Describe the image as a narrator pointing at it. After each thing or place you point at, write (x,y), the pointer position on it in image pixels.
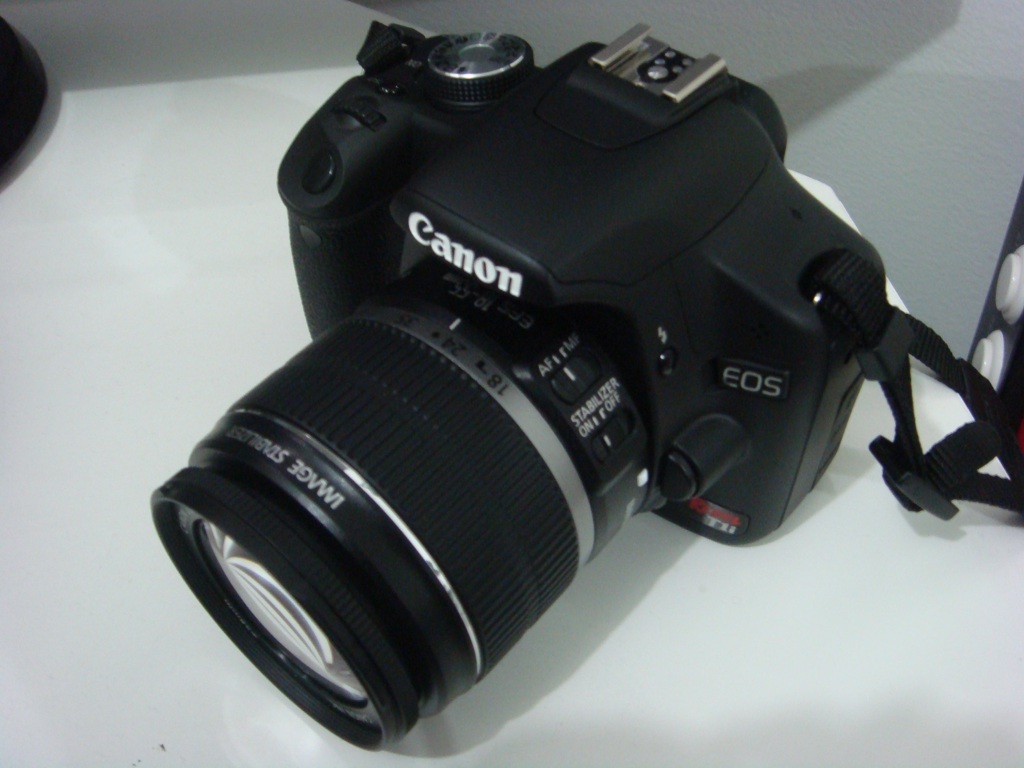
In this image I see a camera (650,225) on which is of black in color and I see few words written on it and it is on the white surface (109,257).
